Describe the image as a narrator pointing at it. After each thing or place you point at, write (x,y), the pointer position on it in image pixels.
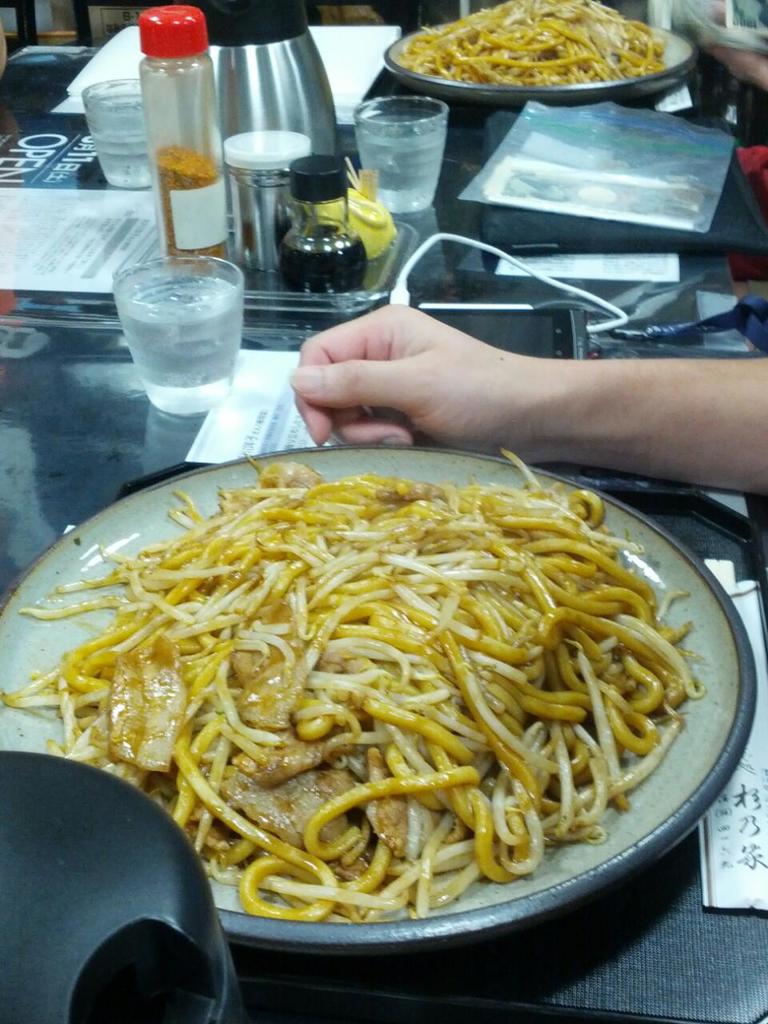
As we can see in the image there is a table (81,421). On table (159,421) there are noodles (465,718), plate (50,604), glass (172,410) and bottle (166,101).
